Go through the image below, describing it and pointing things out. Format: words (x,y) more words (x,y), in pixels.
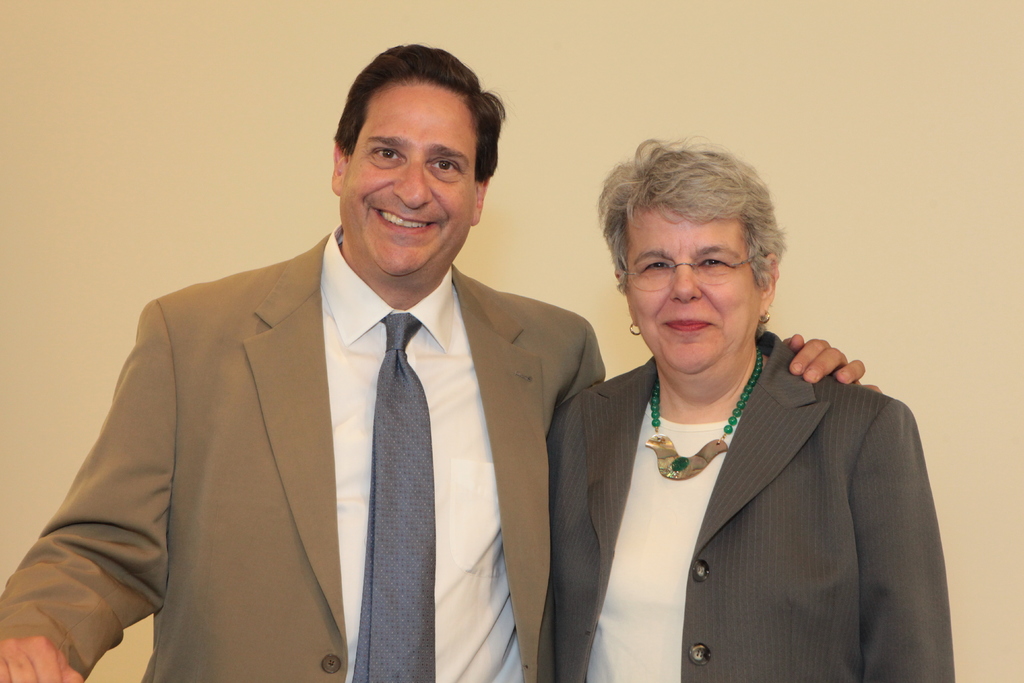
In this picture I can see there are two people (615,432) standing here and they are wearing blazers (597,401) and smiling. The backdrop (150,215) is cream in color.
